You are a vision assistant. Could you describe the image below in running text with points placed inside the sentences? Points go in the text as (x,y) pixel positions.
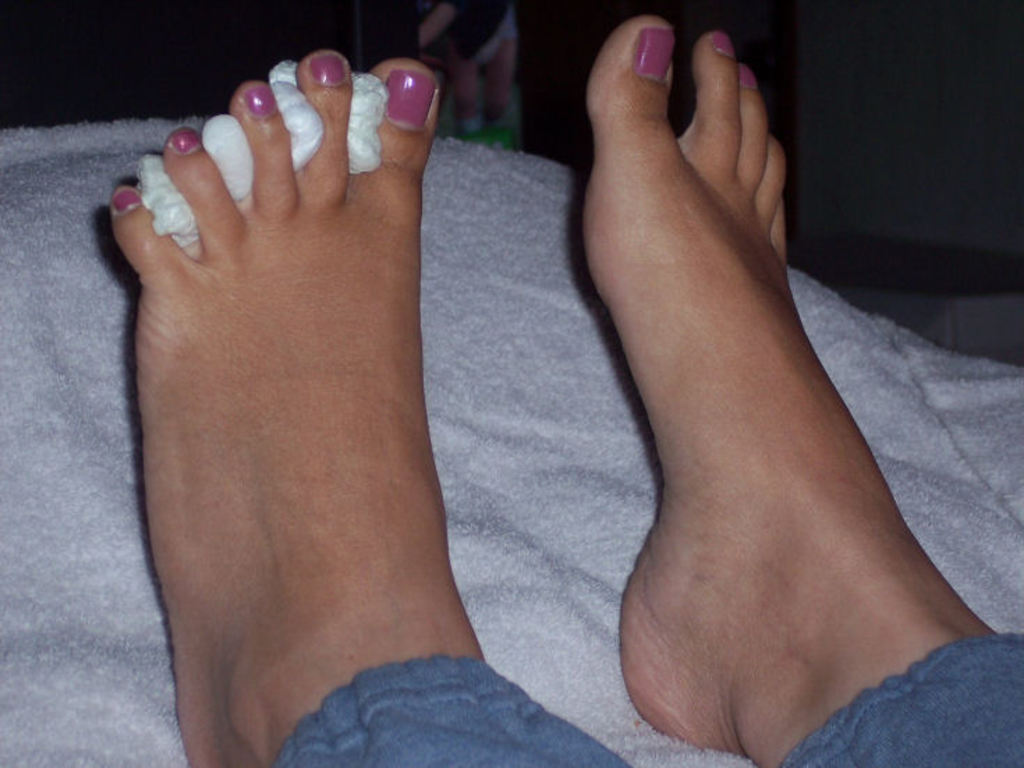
In this image I can see a person's legs (287,492) on white color clothes (97,448). The background of the image (933,199) is dark.
